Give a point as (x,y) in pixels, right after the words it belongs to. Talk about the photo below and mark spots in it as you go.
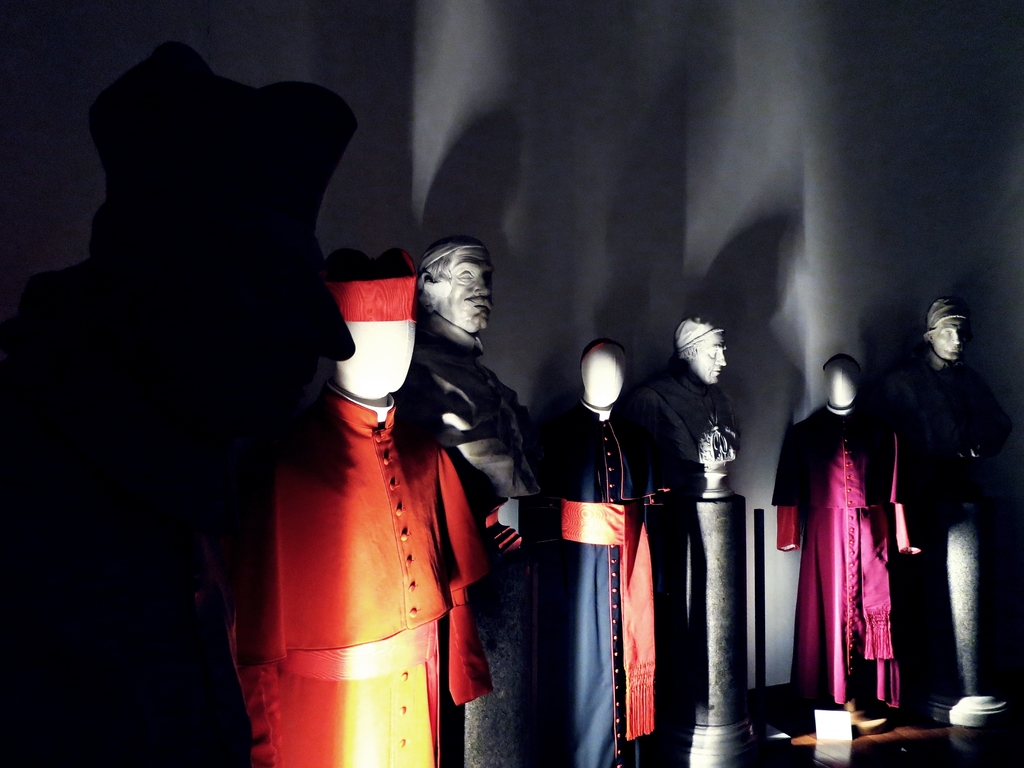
In this image we can see the mannequins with the clothes (403,689). We can also see the wall (554,208) and also the floor (943,754).
